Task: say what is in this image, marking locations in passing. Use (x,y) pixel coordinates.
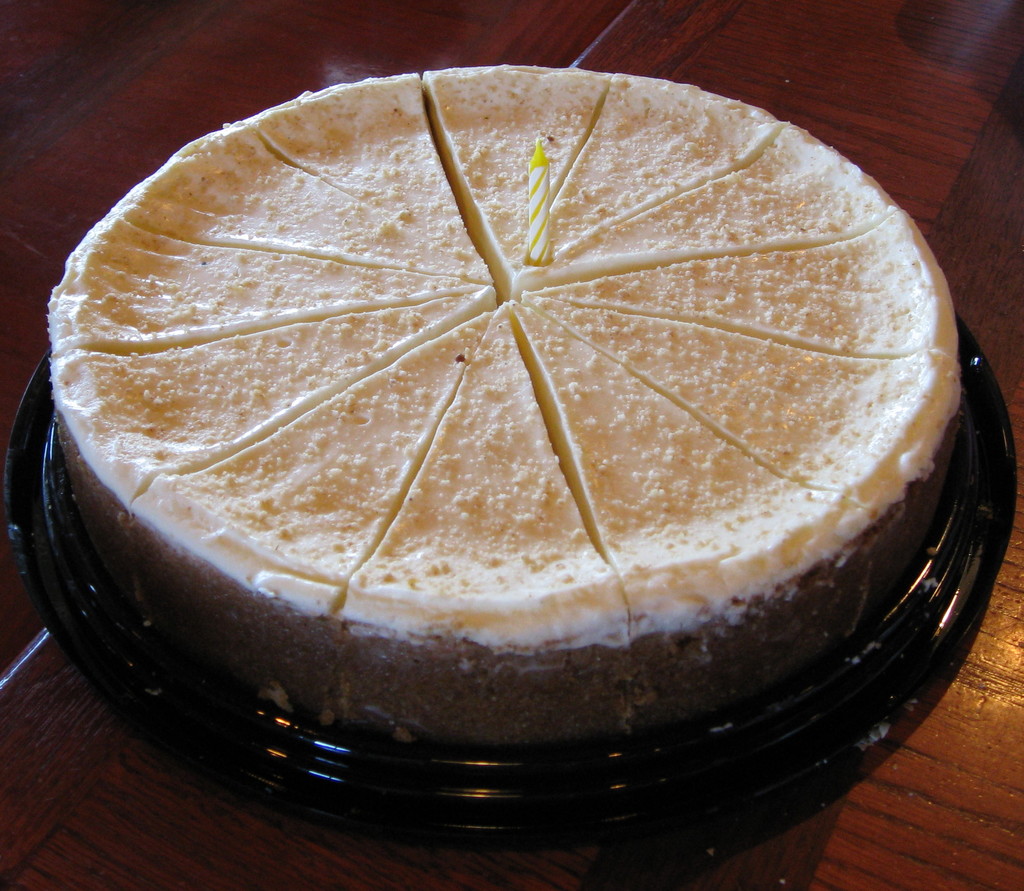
In this image we can see there is a table (82,91), on the table (46,141) there is a cake (540,374) on the plate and there is a candle (534,189).
